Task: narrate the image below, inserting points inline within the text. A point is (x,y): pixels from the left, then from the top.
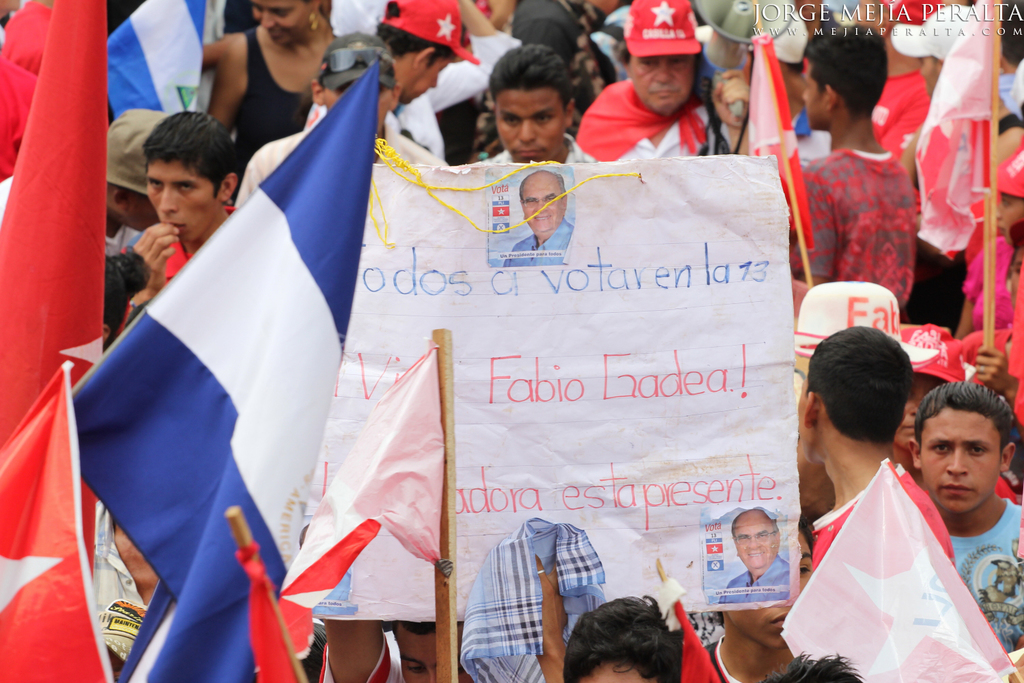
In this image I can see number of people (791,36) are standing and in the front (788,431) I can see one of them is holding a white colour board (740,368) and on it I can see something is written. I can also see number of flags (299,357) and on the top side of this image (768,0) I can see a megaphone (743,41). On the top right side of this image (792,19) I can see a watermark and on the bottom side (511,539) I can see a cloth (569,538).
